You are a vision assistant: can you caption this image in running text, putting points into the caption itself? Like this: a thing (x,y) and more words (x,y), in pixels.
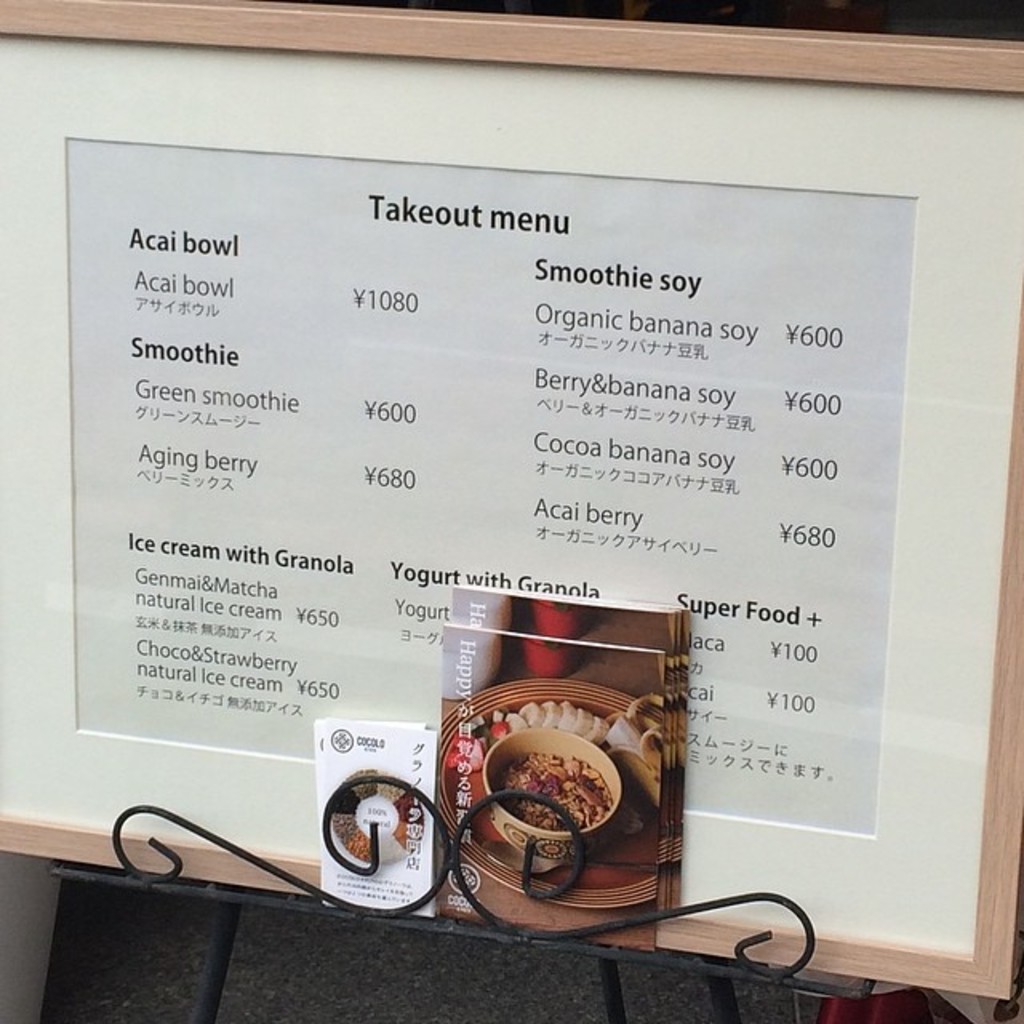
In the image we can see some books (665,619) and frame (667,97) on a metal stand (272,900).
